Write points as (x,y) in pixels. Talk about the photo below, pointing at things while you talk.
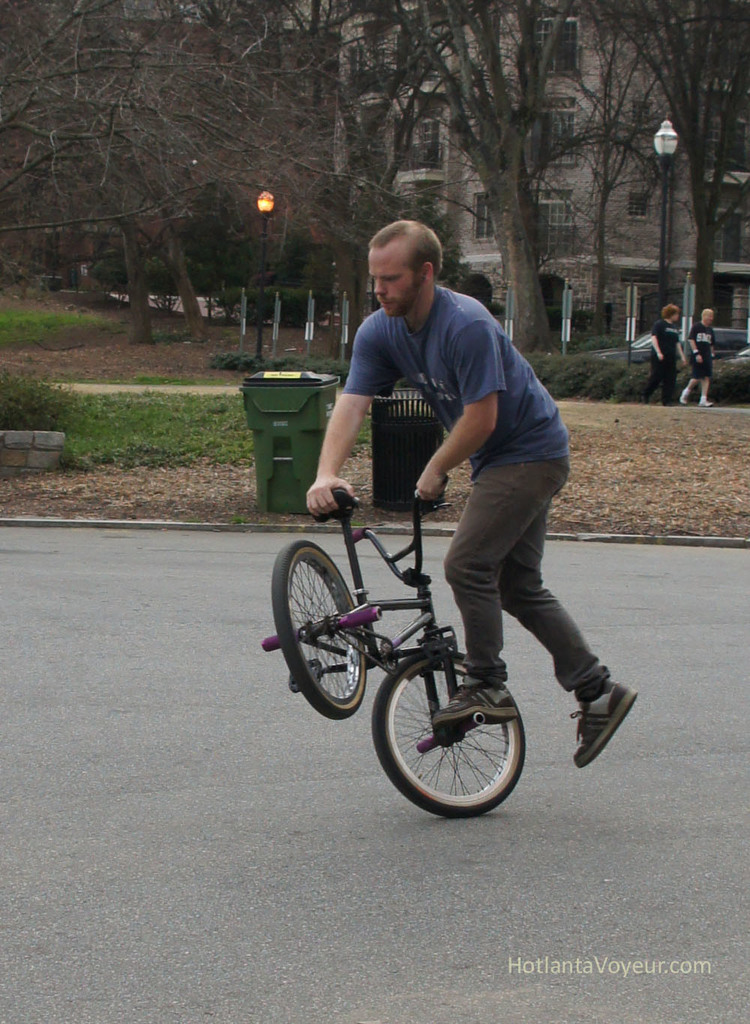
In this picture there is a man (490,541) who is doing stunt with the bicycle (426,601) on the road (338,844). In the back (704,350) there are two persons (701,362) were walking in the park (643,386). Besides them I can see the trees (598,334) and plants (580,334). In the background (719,267) I can see the street lights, buildings (455,199) and fencing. In the center (310,399) I can see the dustbin (310,416) near to the grass (188,416).
